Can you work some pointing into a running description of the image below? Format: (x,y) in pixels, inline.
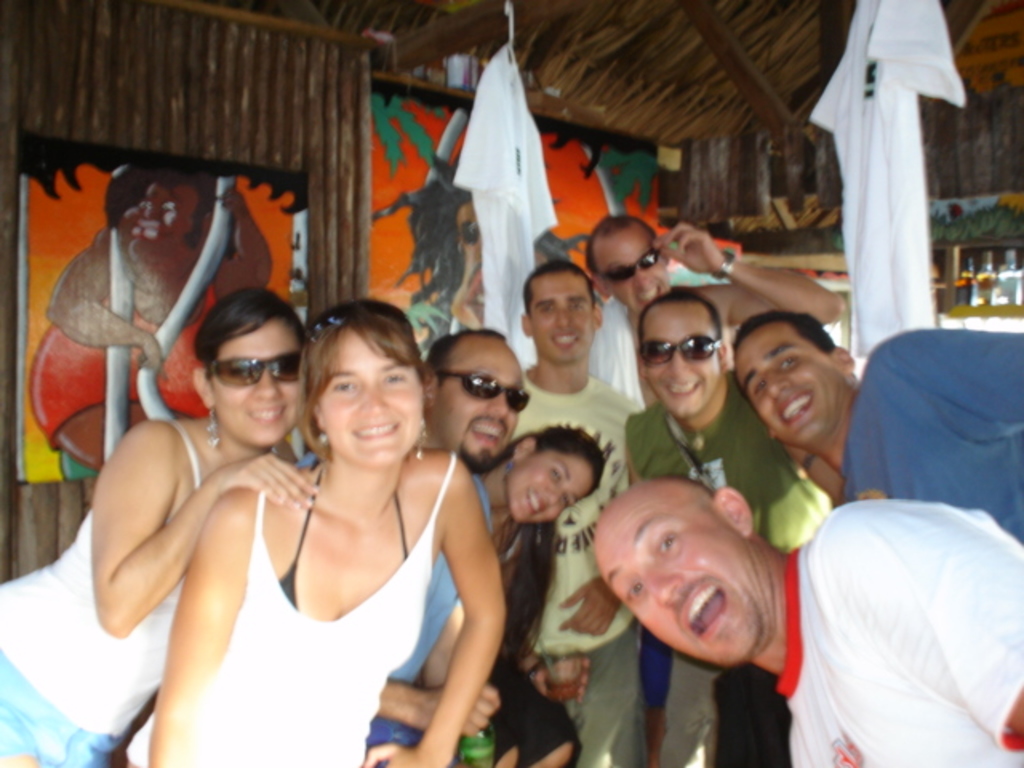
In this image we can see many people (581,551). Some are wearing goggles (312,334). And we can see dresses (544,164) hung. In the back (964,266) we can see bottles (961,288). Also there are wooden walls (337,130) with photo frames (202,253).
